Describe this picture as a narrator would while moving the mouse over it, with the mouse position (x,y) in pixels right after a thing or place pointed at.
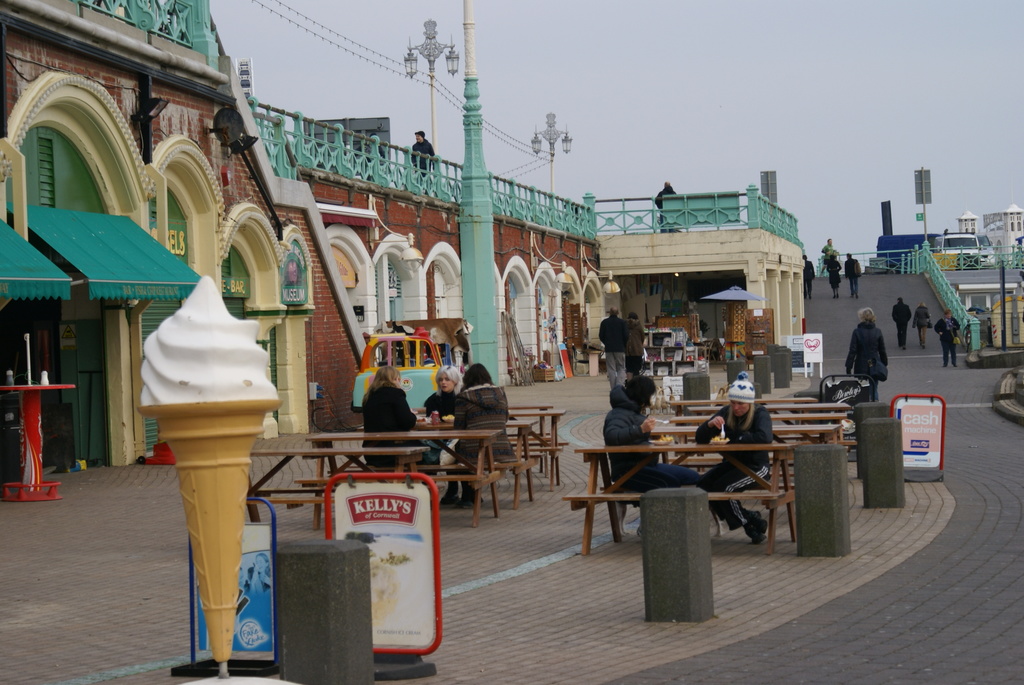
At the top (802,76) we can see sky (685,96) and it seems like a cloudy day. here we can see stores (56,278). we can see few persons (735,469) sitting on the benches (815,419) and eating some food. This is a hoarding (262,537). It's an artificial ice cream (241,498). Here we can see table (47,490) near to the store (69,415). Here we can see few persons (834,268) walking on the road (935,332). This is a building (1006,232). Here we can see vehicle (953,241) on the road (867,286). We can see few persons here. These are lights (407,62).
